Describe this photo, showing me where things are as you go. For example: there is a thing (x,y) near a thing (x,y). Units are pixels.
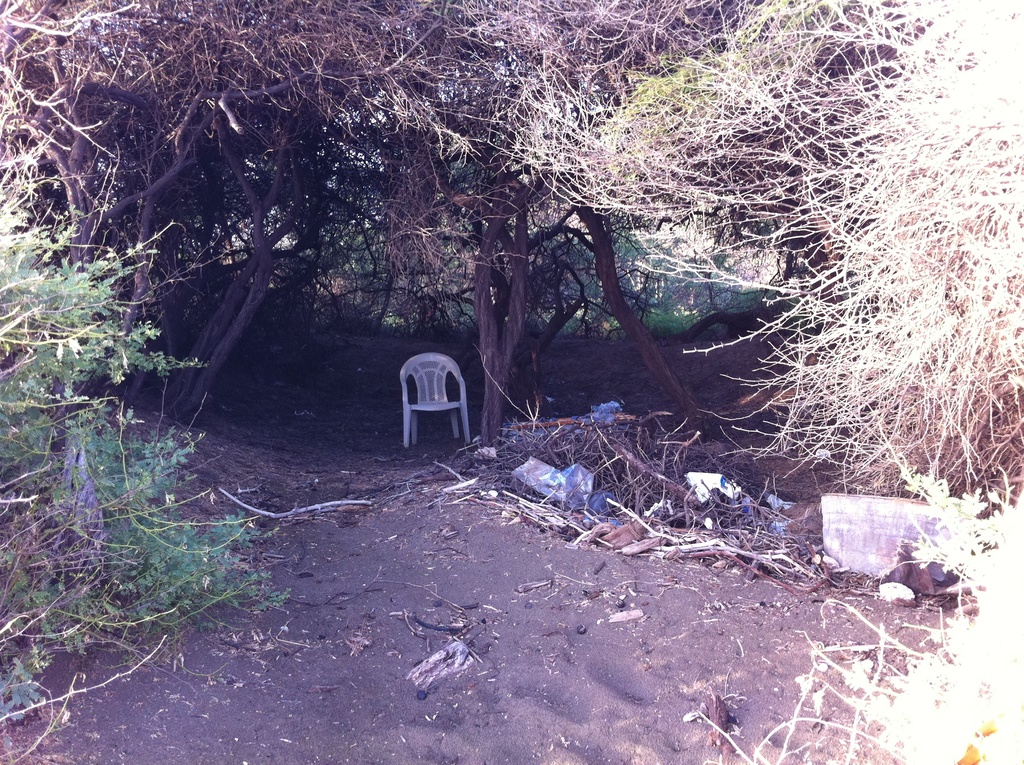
In this picture we can see a chair (430,367) on the ground (359,492), sticks (658,452) and some objects (591,486) and in the background (532,66) we can see trees (376,244).
